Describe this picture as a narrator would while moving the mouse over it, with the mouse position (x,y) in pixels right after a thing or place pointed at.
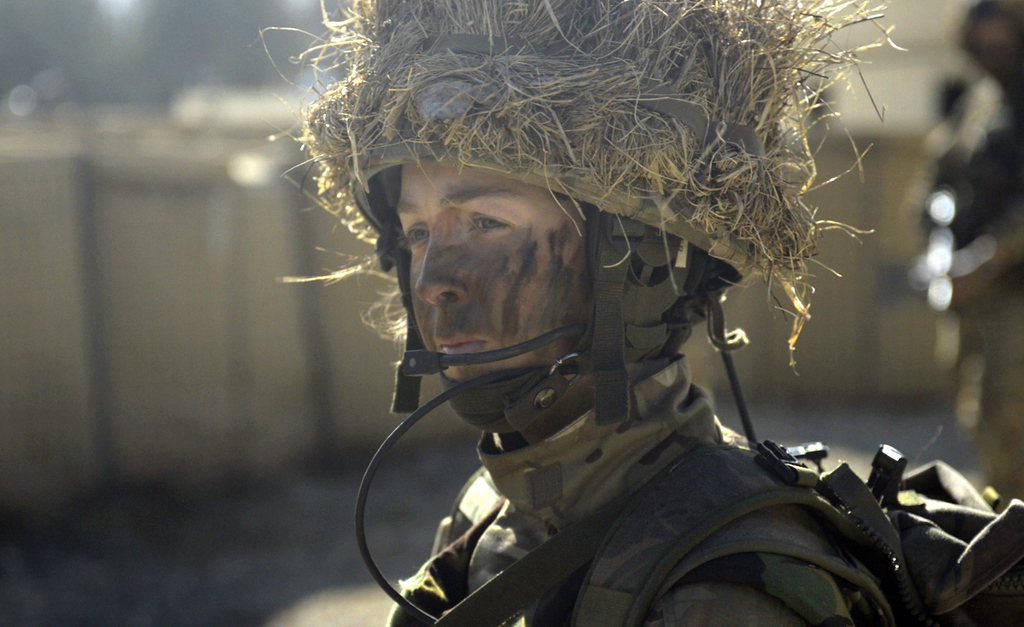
In this image we can see a man (518,253) wearing a helmet (554,135). In the background (987,285) we can see person (981,309) and wall (143,121).
